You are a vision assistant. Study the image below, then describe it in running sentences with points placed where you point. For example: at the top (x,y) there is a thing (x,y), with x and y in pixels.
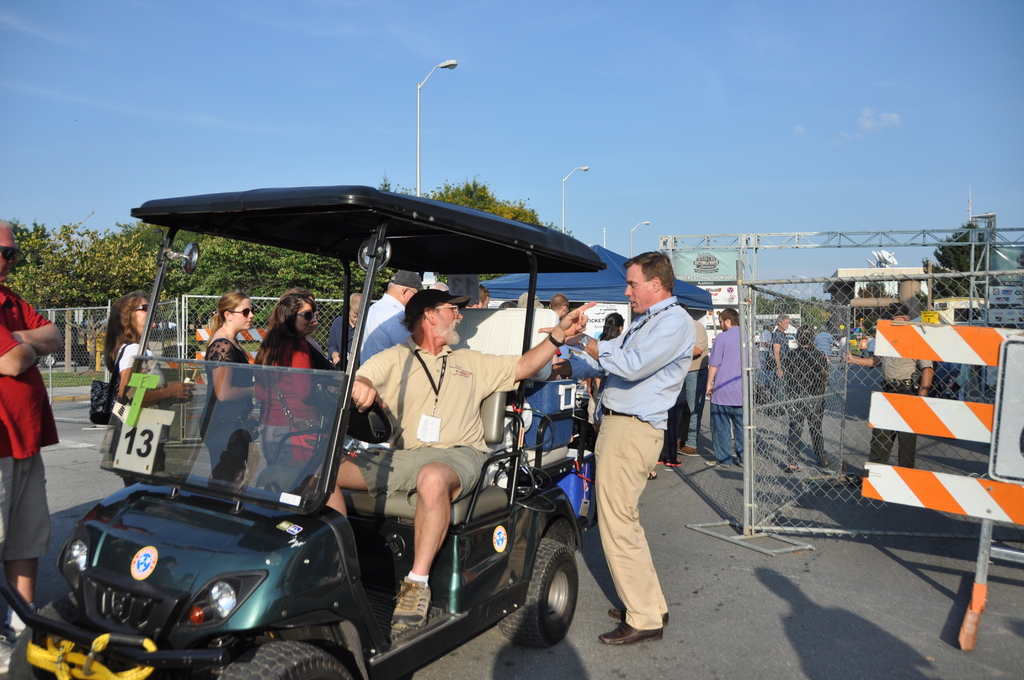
In this picture we can see sky (407,130), fencing (93,335) covered with trees (85,282), and here is the person (390,362) sitting on a vehicle (255,402) and holding a hand (371,406) on steering (369,418), and the person (628,333) standing on the road (663,476), and there are group of people (29,435) standing beside and here is the fencing (833,352).
